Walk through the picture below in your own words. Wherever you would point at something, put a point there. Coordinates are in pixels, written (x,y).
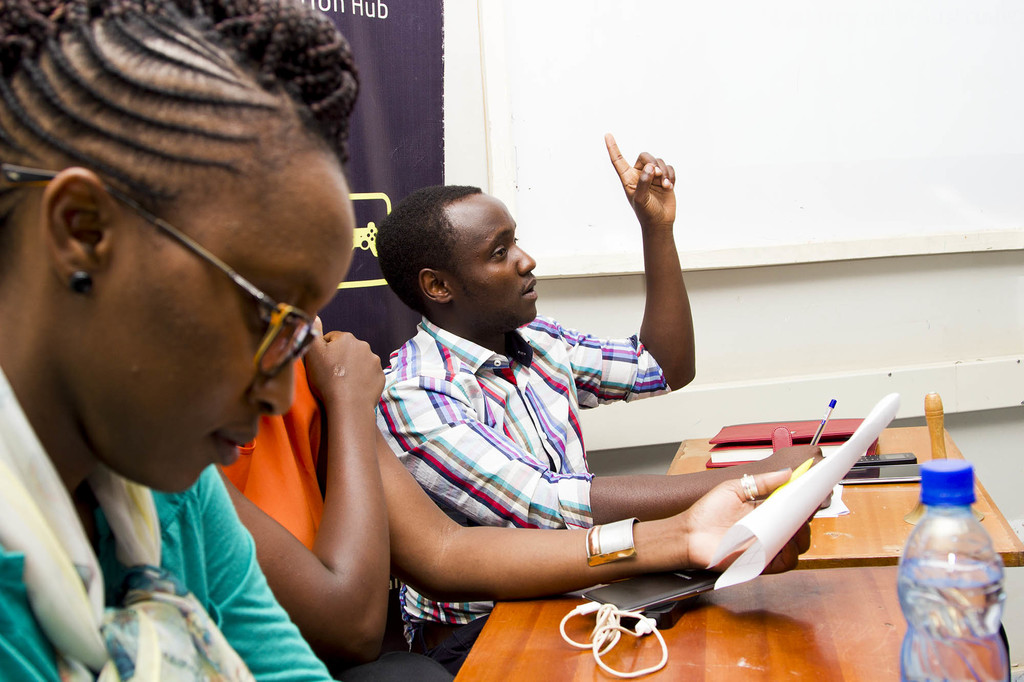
In this image I can see 3 persons (129,152) and all of them are sitting and I can also see that one of the person (666,564) is holding a paper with hand (722,519). I can see that there are tables (678,469) in front of them and there are few things (922,502) on it. In the background (485,7) I can see the wall (1016,434) and a banner (429,21).
